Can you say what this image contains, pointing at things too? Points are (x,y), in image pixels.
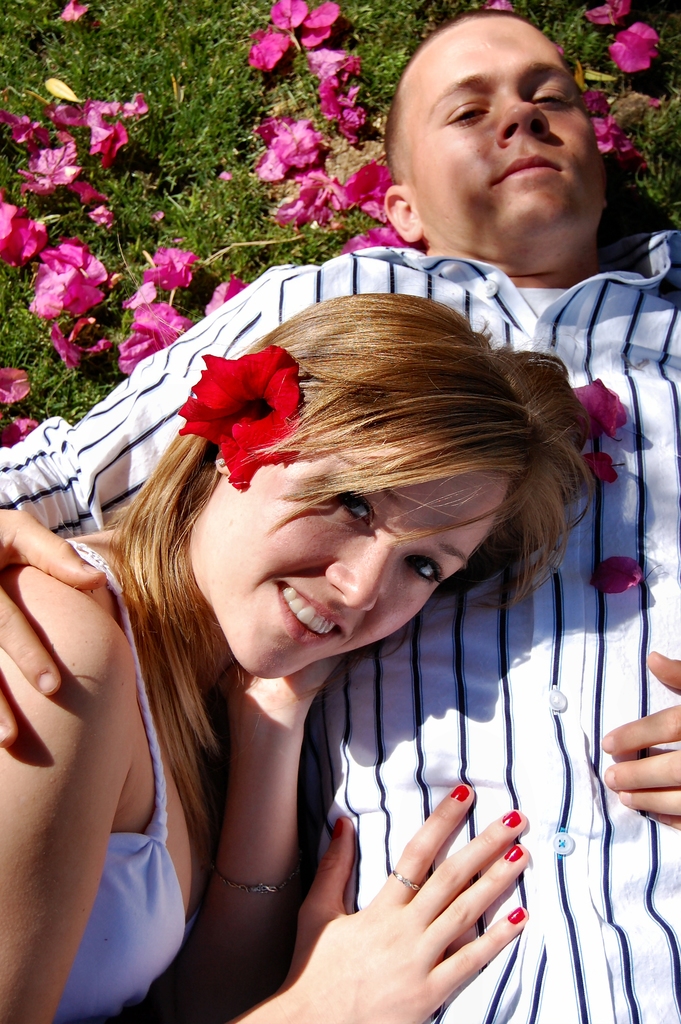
In this picture we can see two people (73,845) smiling and in the background (236,36) we can see flowers (296,25) on the grass (190,114).
